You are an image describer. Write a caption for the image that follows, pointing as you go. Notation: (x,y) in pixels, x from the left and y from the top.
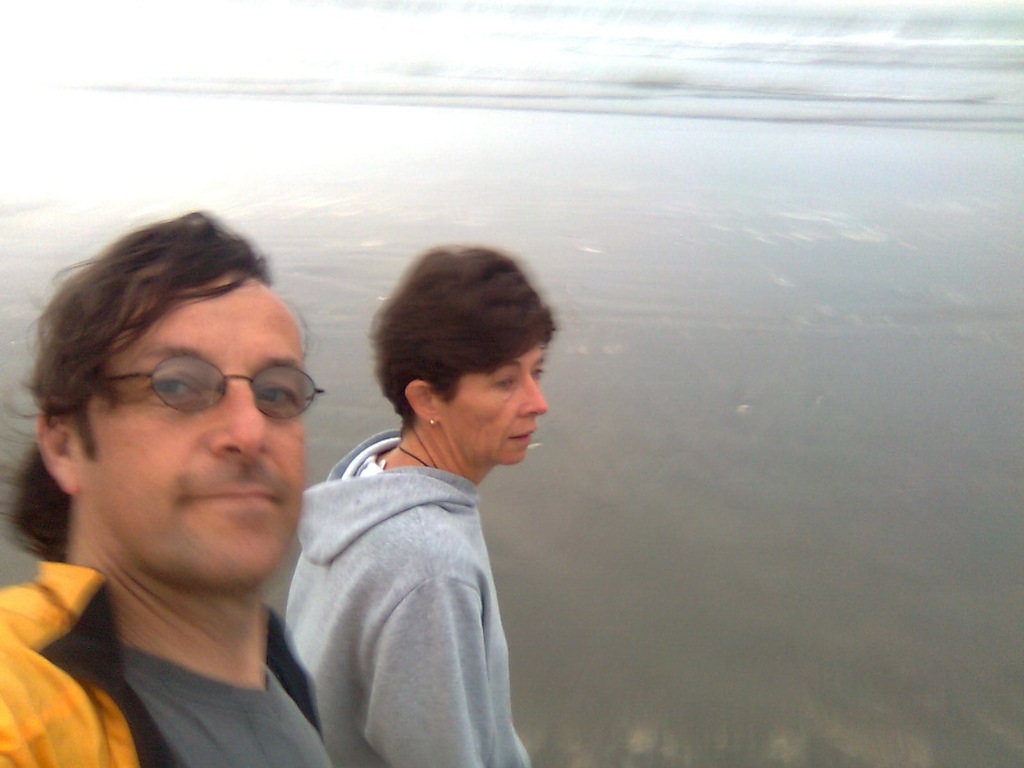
In this image we can see a man (261,708) and a lady (319,706). In the background (668,149) there is water (497,105).
